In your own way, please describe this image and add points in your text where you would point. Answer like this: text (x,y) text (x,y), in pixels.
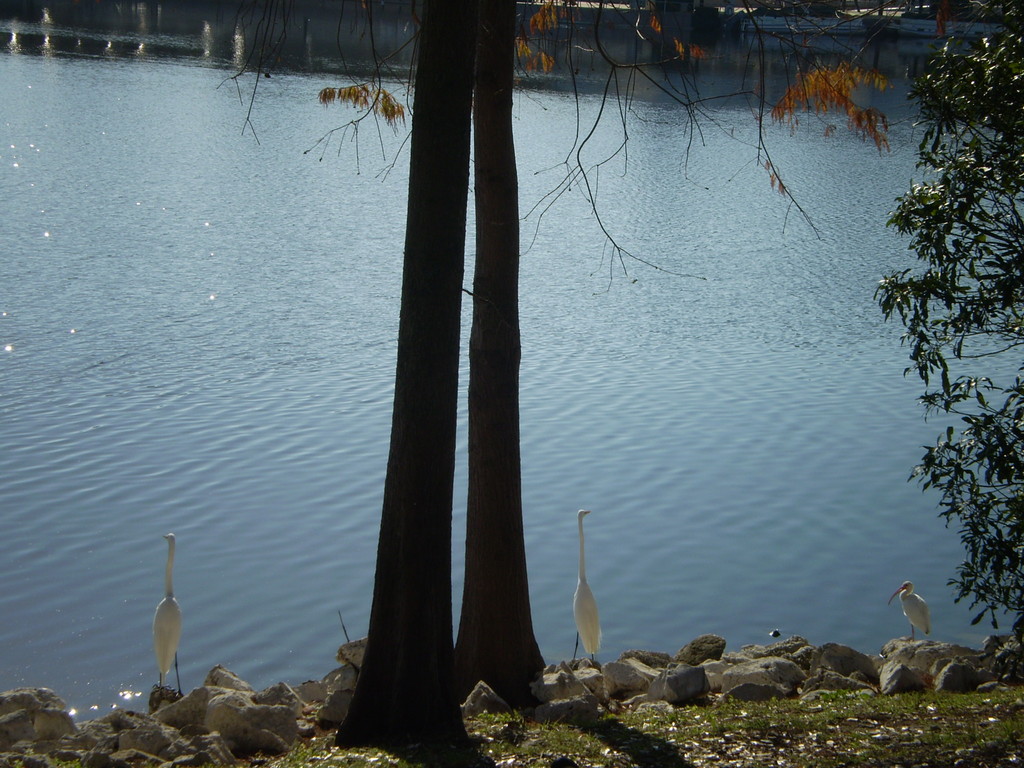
In this image I can see the lake (689,87), in the foreground (405,324) there are some trees (983,317), birds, some stones (789,651) visible in front of the lake (739,360).
